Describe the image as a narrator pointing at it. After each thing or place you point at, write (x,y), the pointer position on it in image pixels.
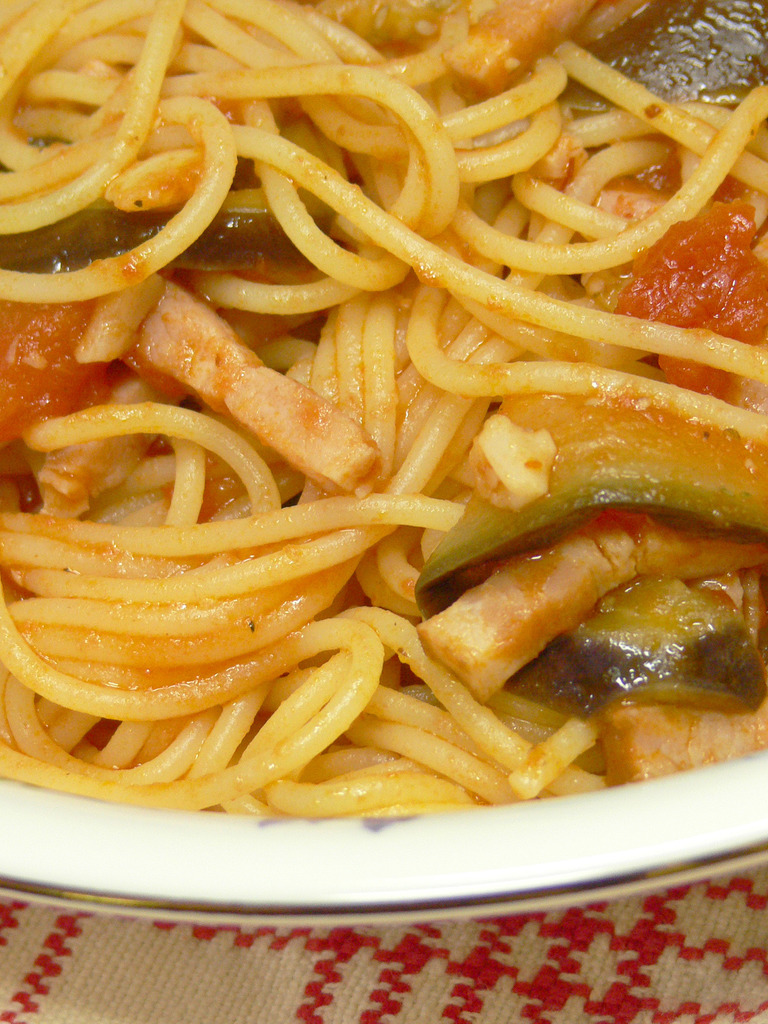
In this image there is food (336,425) in the dish (380,829), the food (338,754) is truncated towards the top of the image (305,84), there is a cloth (238,953) truncated towards the bottom of the image (484,959).
